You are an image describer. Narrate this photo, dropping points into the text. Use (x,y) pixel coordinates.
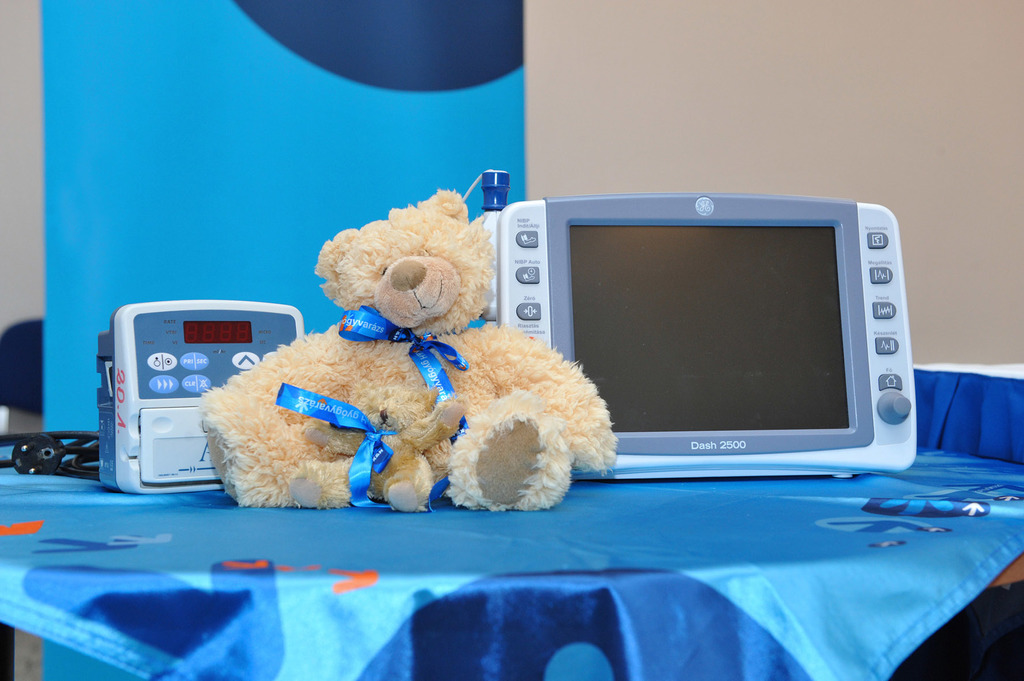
At the front (227,580) bottom of the image (532,555) there is a blue cloth (405,559) with teddy bears (368,390) and two machines (584,354) on it. And also there is a black wire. In the background (780,117) at the right side of the image (823,72) there is a white wall (786,97). And at the left side of the image (81,93) in the background (430,82) there is a blue wall (312,131).
